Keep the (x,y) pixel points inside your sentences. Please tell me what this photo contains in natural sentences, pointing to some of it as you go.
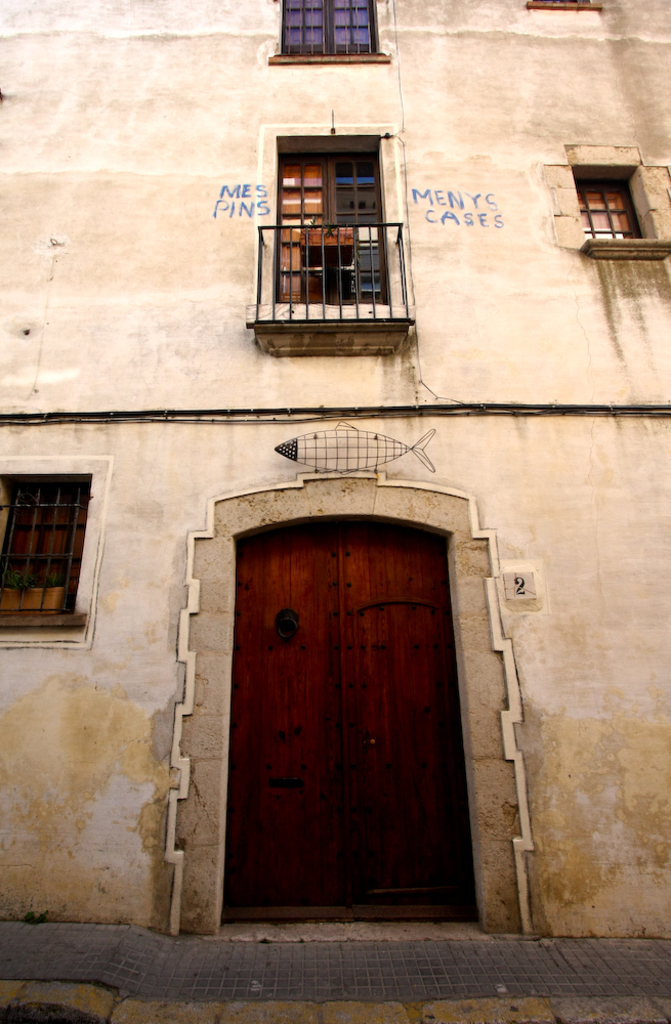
This is a zoom-in picture of a building (552,576) where we can see a door (264,766) and windows (380,256).
